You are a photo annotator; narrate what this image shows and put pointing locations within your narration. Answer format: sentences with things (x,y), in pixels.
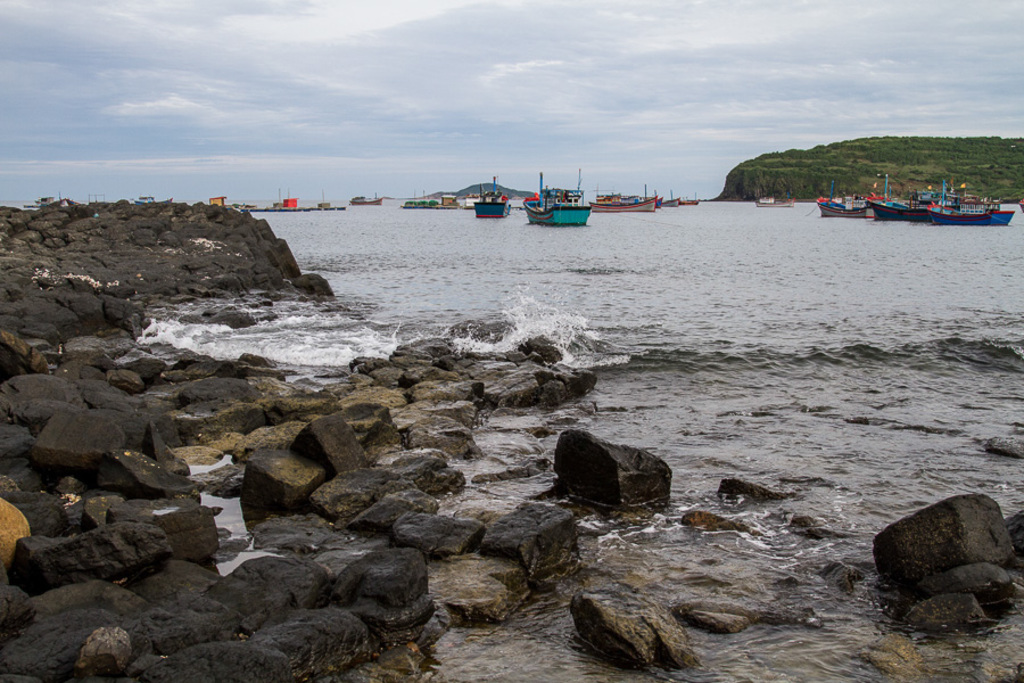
In this picture, there are boats (550,195) sailing in the water (503,254). At the bottom of the picture (309,593), we see rocks (355,519) and stones (355,519). This water (727,379) might be in the sea (839,424). In the right top of the picture (828,166), there are trees (980,165). At the top of the picture (439,55), we see the sky (536,127).
